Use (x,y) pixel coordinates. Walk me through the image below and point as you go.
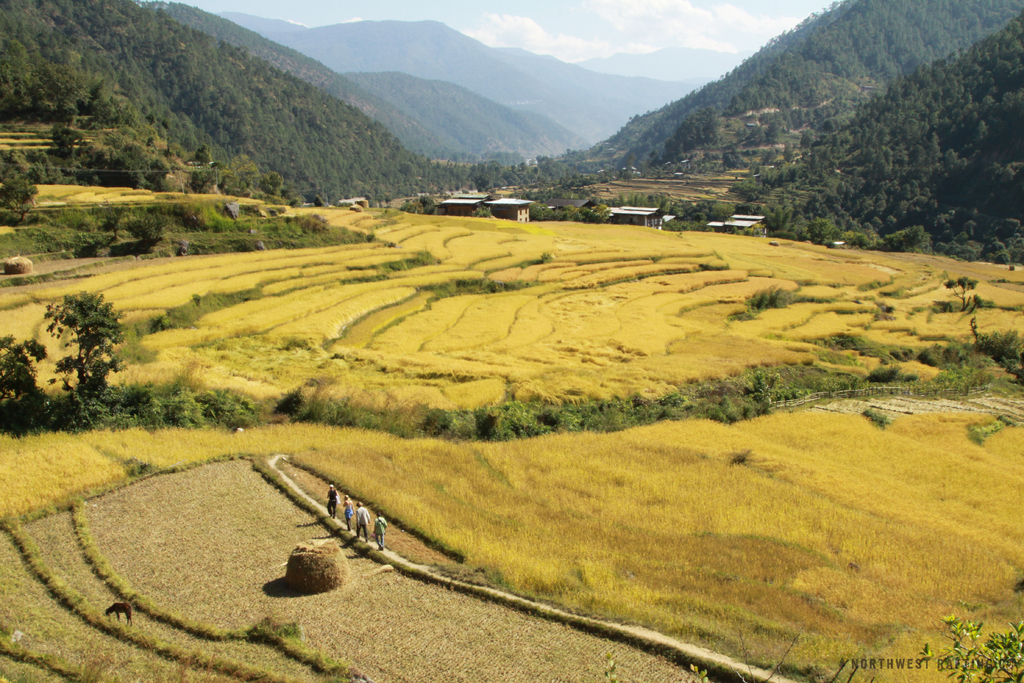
In this picture we can see people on a path (418,567), beside this path (413,560) we can see fields (432,550), trees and some objects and in the background (726,71) we can see sheds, mountains (819,146) and sky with clouds (703,16).
